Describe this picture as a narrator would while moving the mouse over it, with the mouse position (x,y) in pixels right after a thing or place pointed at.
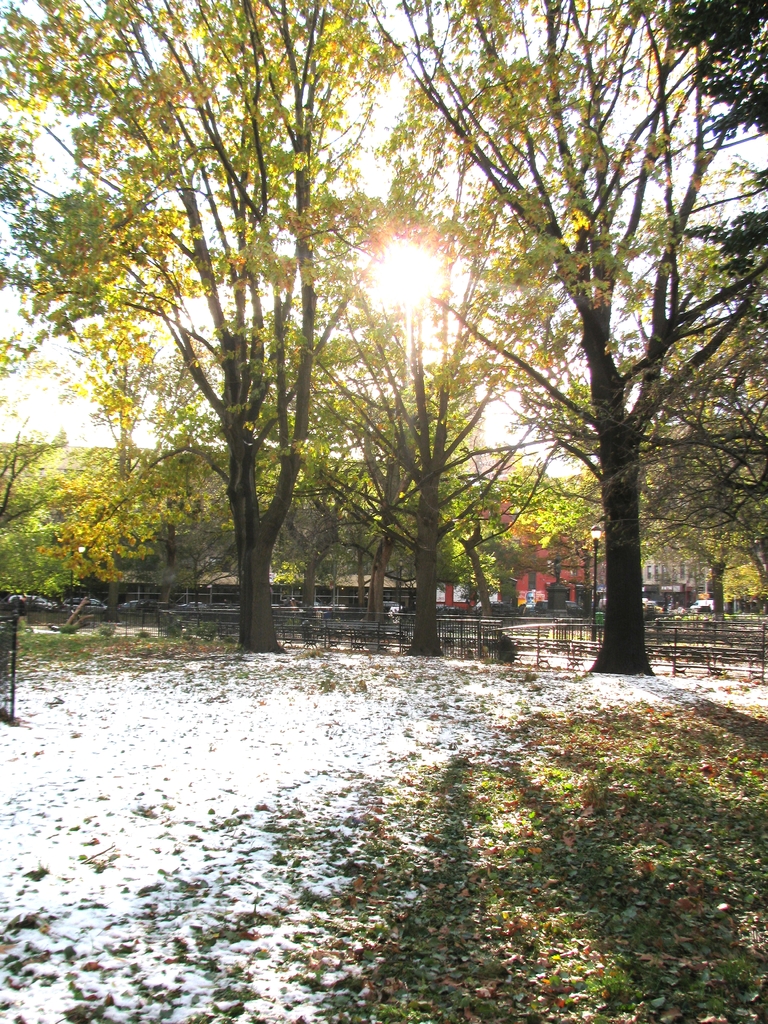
In this picture we can see trees (294,450), fencing (555,632) and the sky (152,346). Behind the trees (316,579), it looks like a building (569,581).
